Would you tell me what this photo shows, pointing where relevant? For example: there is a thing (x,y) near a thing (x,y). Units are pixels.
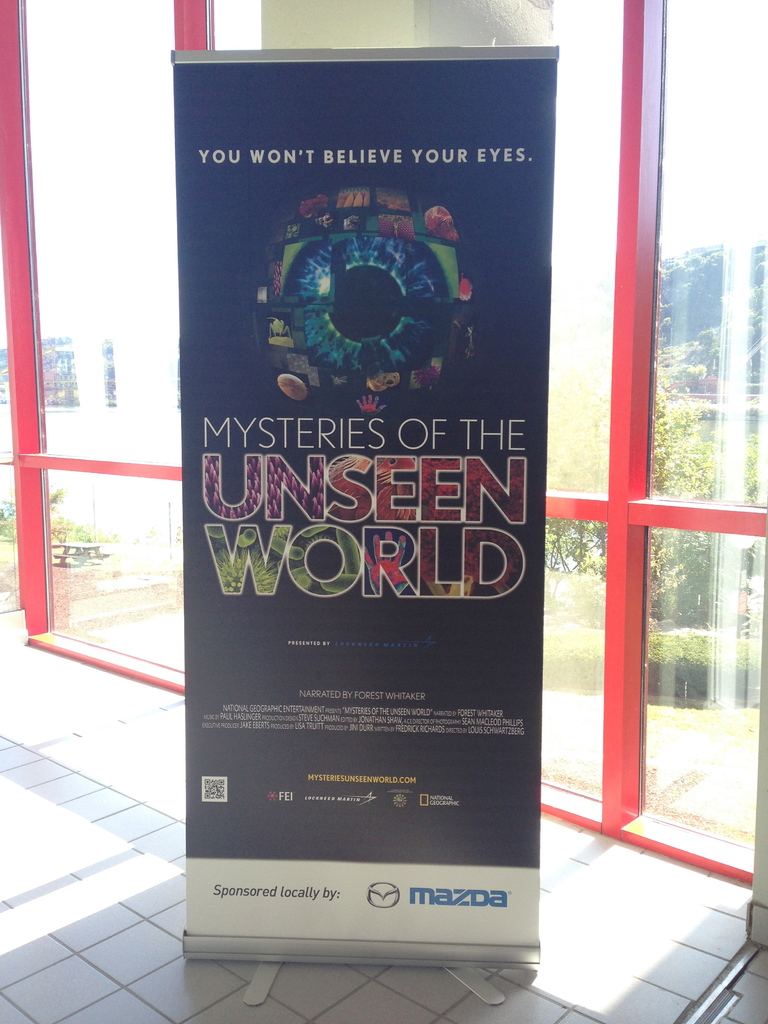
In this image we can see one glass wall (17,549) with red poles (644,666), one white object (752,934) on the right side of the image (762,896) looks like a pole (755,907), one banner (321,826) with text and images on the floor (745,954). Through the glass (724,749) we can see one object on the ground (152,573), some trees (699,570), bushes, plants (665,438) and grass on the ground (145,579). At the top (72,90) there is the sky (85,195).
